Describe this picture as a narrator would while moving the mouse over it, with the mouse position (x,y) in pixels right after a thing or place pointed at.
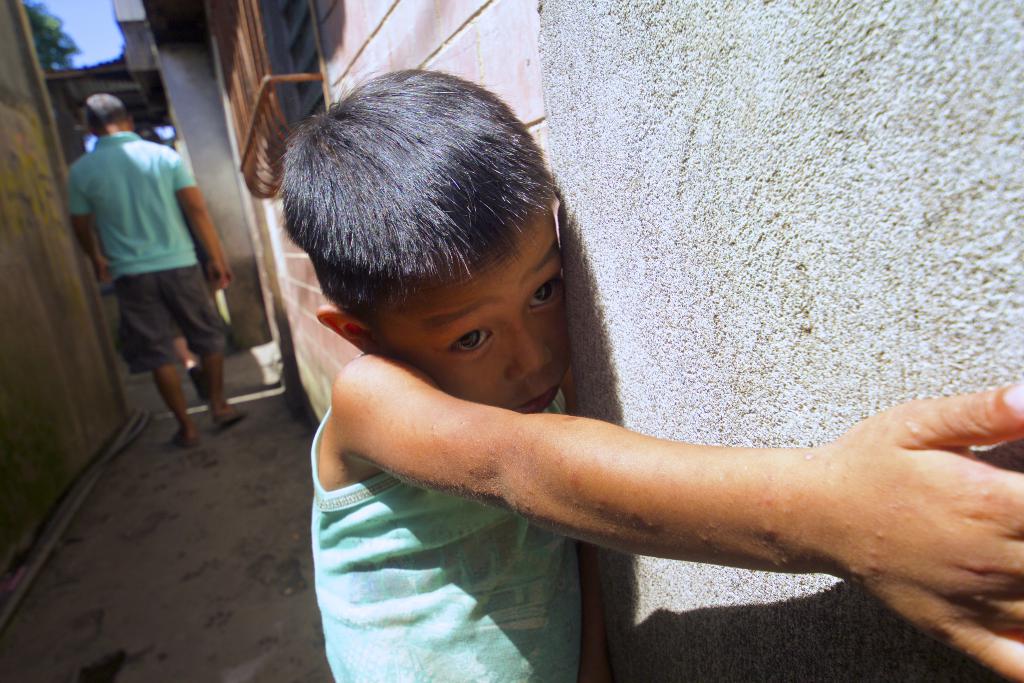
In this picture there is a boy (403,533) and we can see walls (11,408). There is a man (138,354) walking on path (265,498) and we can see window (281,130). In the background of the image (75,26) we can see the sky (78,13).
